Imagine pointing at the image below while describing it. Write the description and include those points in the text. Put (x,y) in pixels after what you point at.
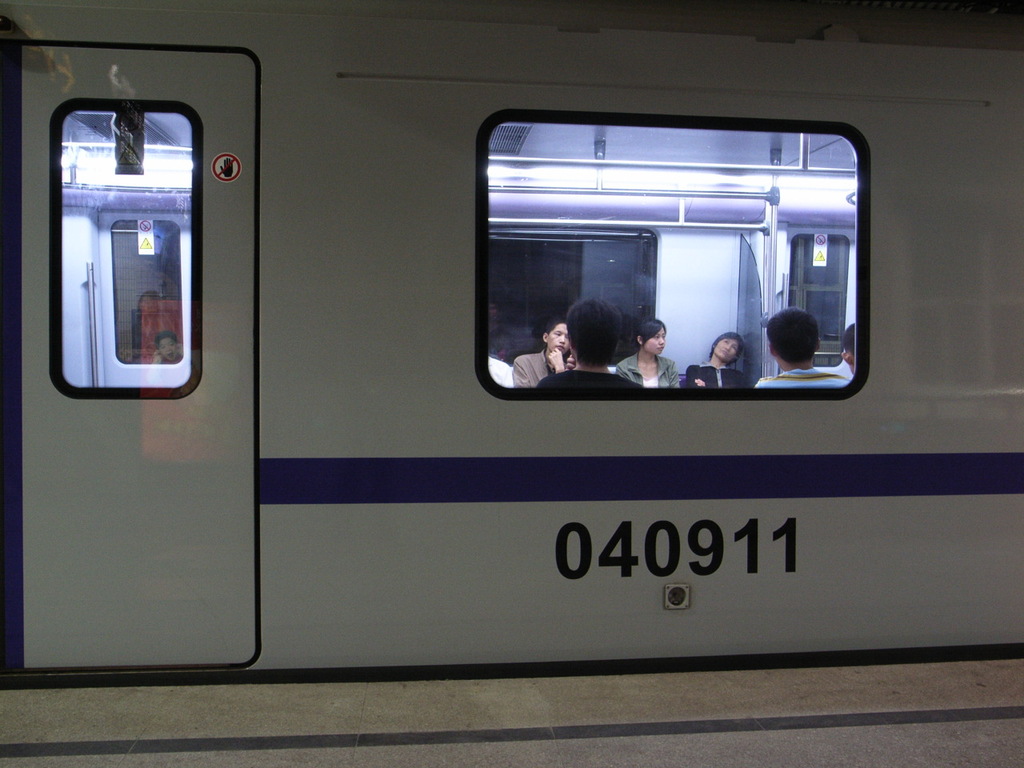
In this image we can see a train (318,412) and a group of people (586,343) present as we can see through the window glass (561,310).
